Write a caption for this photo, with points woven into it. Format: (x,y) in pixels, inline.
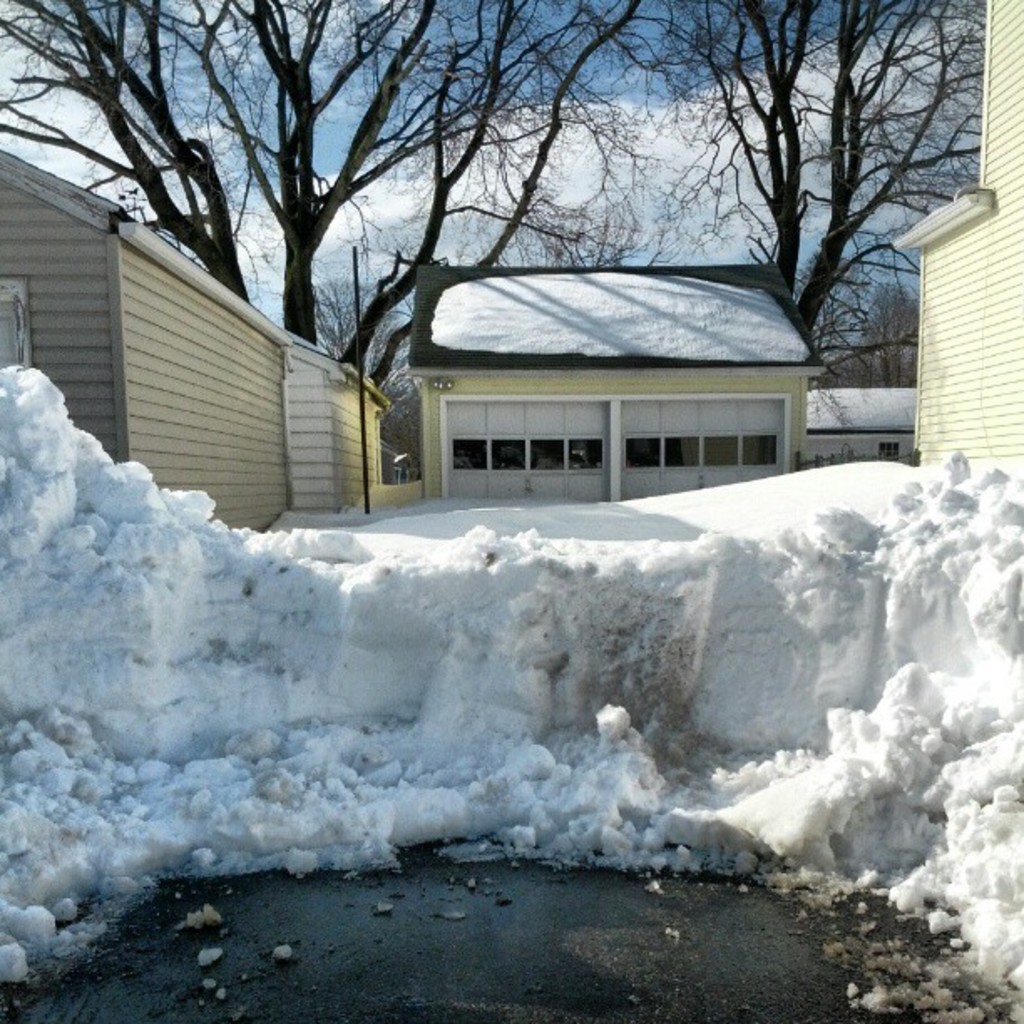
In this picture we can see houses (266,365) with windows (471,447), pole (356,306), snow (315,530), trees (225,239) and in the background (348,29) we can see the sky (498,122) with clouds (648,142).
